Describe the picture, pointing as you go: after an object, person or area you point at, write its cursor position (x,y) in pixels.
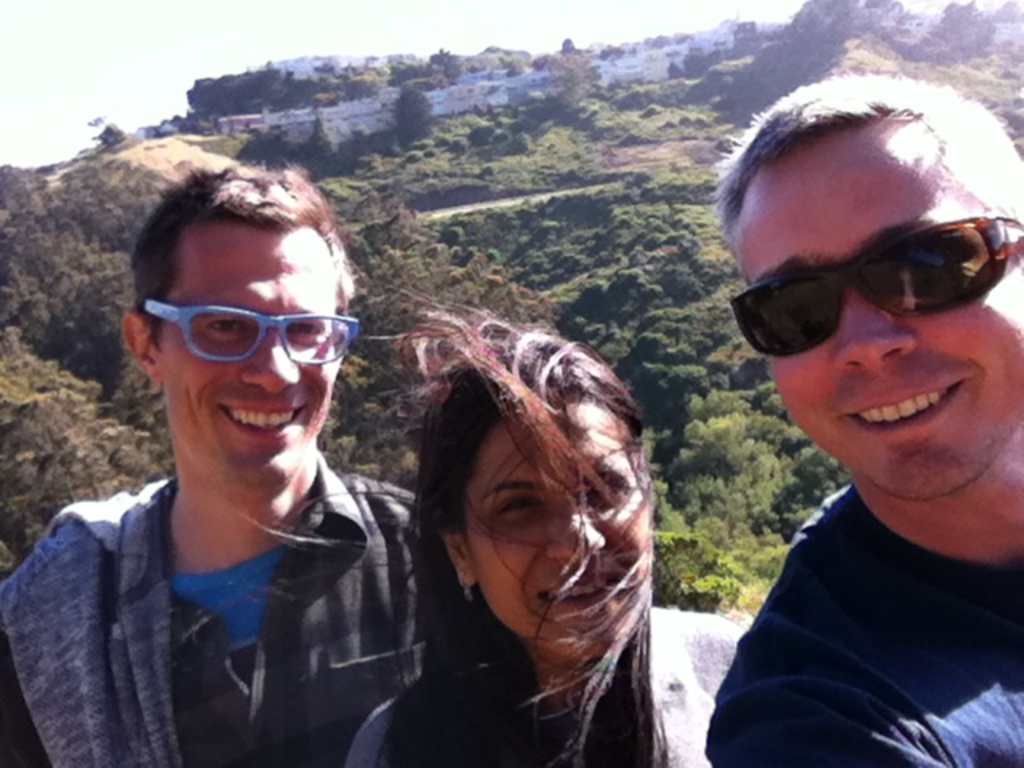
In this image we can see persons (835,303) laughing. In the background (396,149) we can see trees (727,325), hills (506,158), buildings (371,131) and sky (116,64).
